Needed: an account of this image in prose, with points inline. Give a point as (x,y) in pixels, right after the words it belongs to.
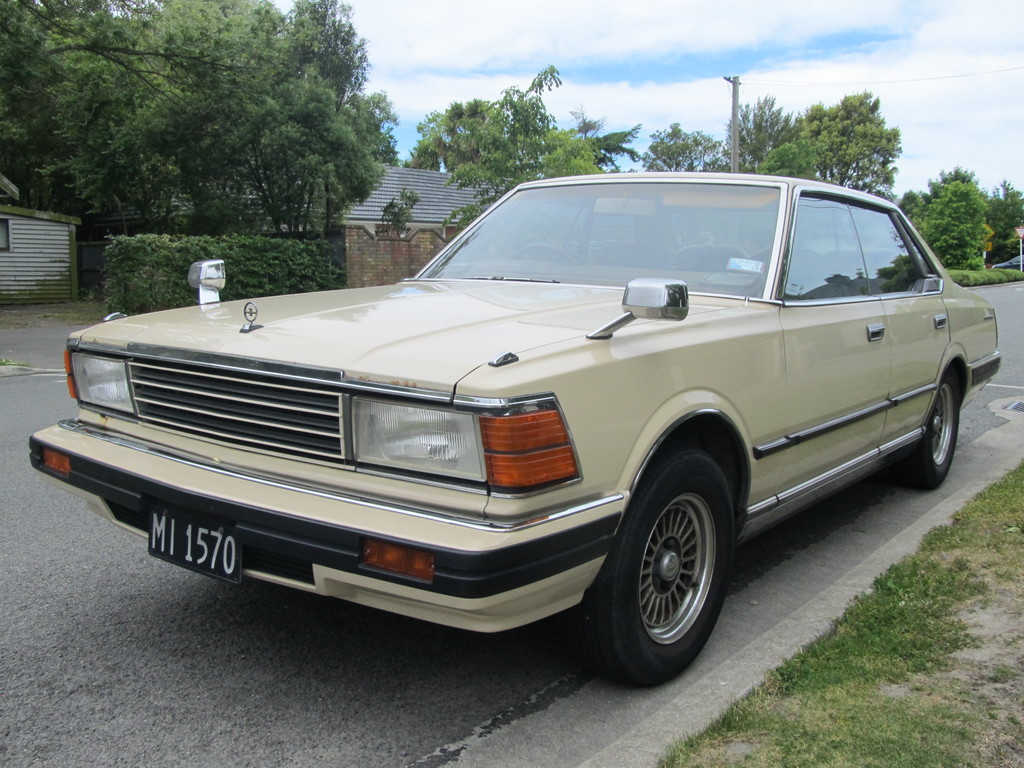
In this image we can see there is a car (629,484) parked in a side of a road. In the background (379,187) there are trees (521,162), buildings (433,188) and sky (681,28).
